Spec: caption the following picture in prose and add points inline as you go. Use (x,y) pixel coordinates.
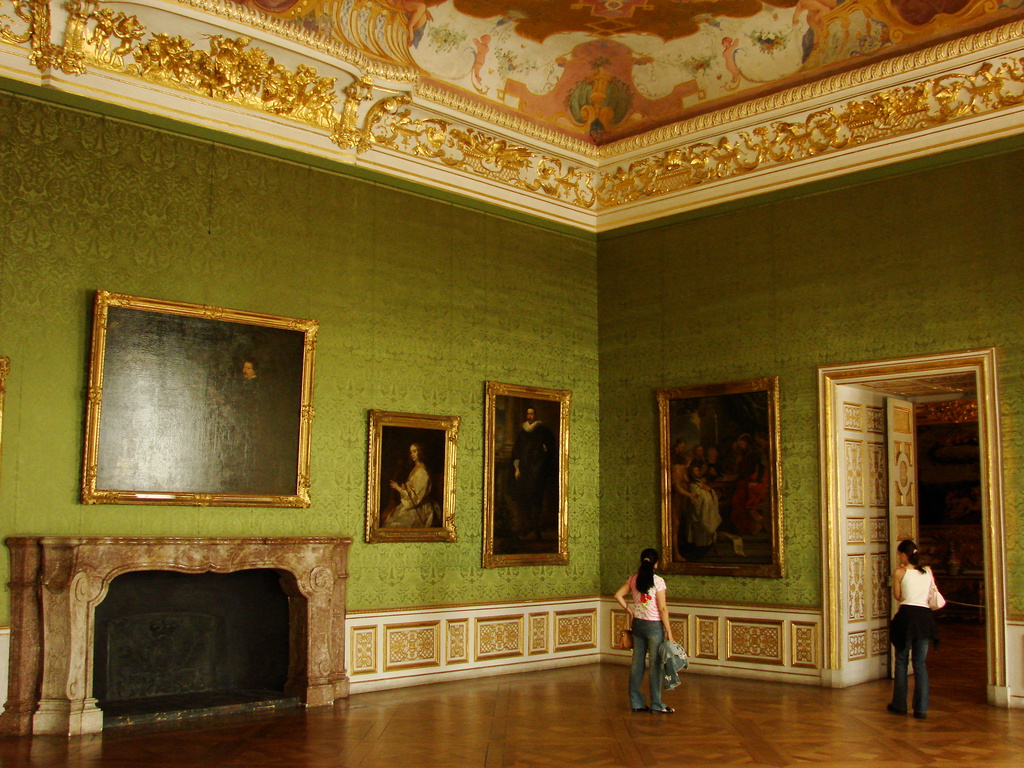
In this picture, we can see the inner view of a room (585,752), and we can see two persons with some objects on the ground (288,727), we can see the wall (70,429) with photo frames (393,446), door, and fire place (224,611), we can see the roof (511,39) with some design (653,116).
